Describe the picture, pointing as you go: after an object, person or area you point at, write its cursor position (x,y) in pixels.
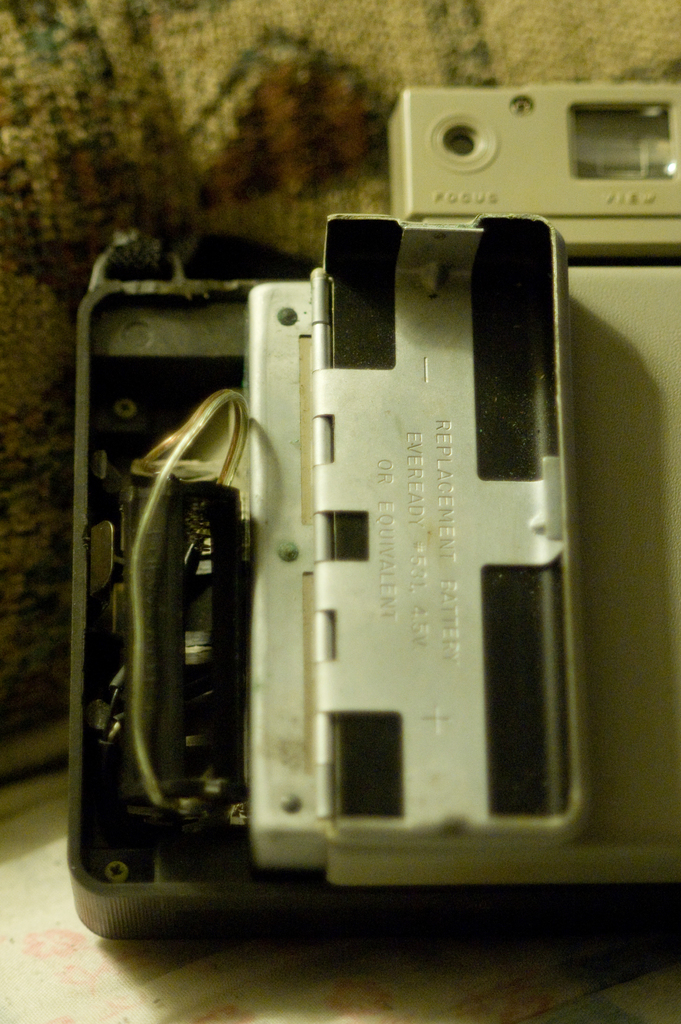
In this image I can see backside of a camera (435,463) and over here I can see something is written.
